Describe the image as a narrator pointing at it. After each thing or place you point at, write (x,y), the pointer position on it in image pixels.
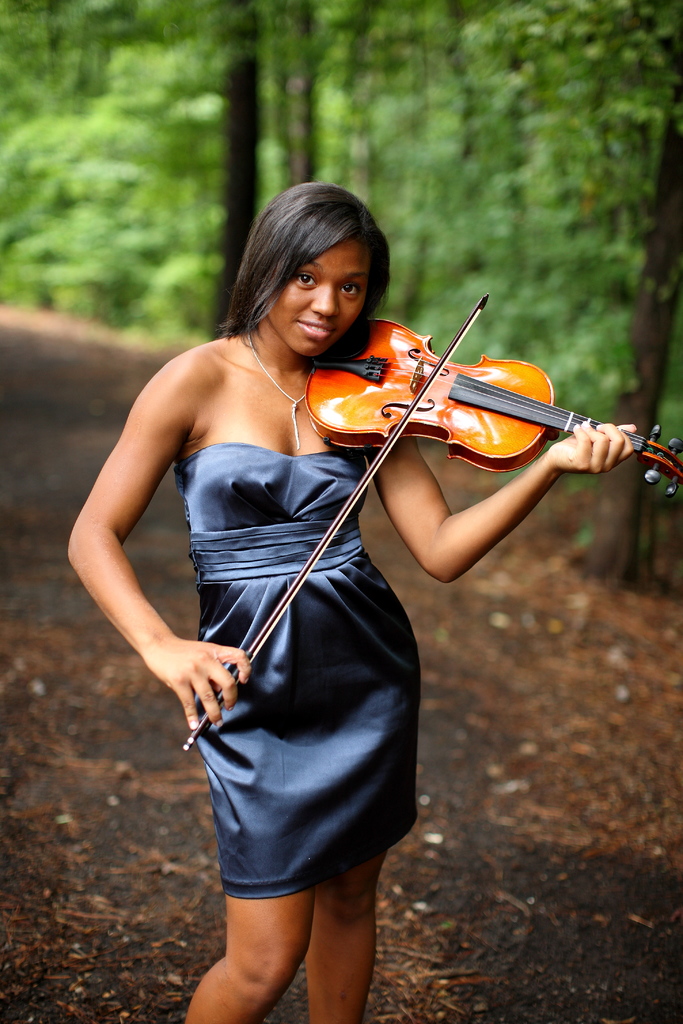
In the picture I can see a woman (306,702) wearing blue dress (307,673) is standing and playing violin (393,403) and there are trees (362,97) in the background (325,95).
